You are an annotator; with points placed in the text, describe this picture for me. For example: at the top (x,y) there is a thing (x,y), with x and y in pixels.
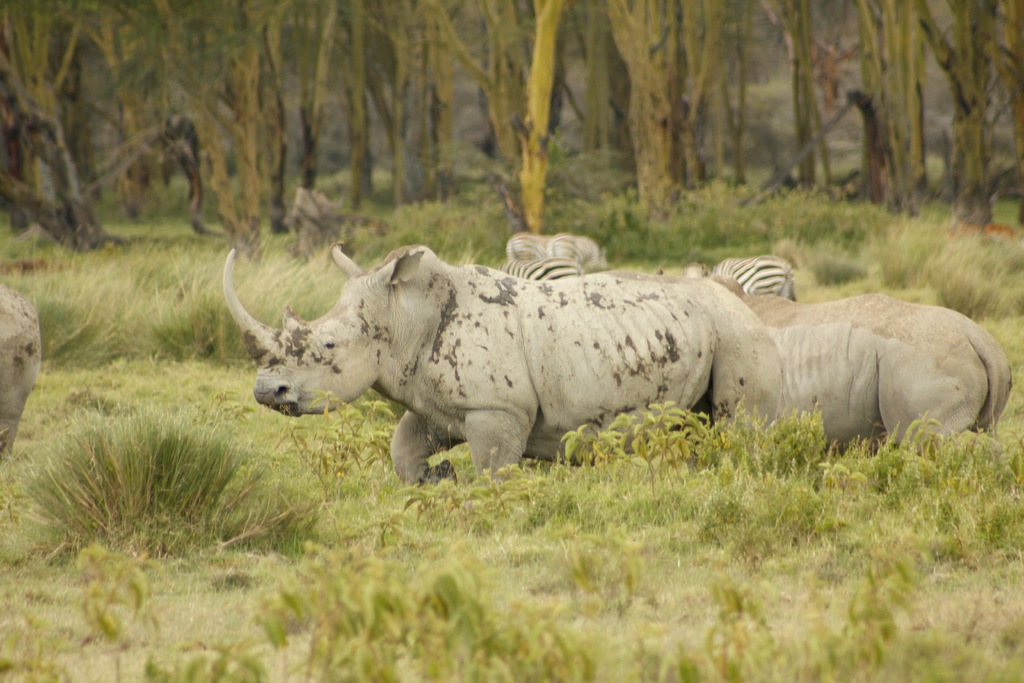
In this picture we can observe rhinos (514,349) and zebras (536,251). We can observe grass (227,503) and plants (656,432) on the ground (278,665). In the background (522,95) there are trees (298,78).
